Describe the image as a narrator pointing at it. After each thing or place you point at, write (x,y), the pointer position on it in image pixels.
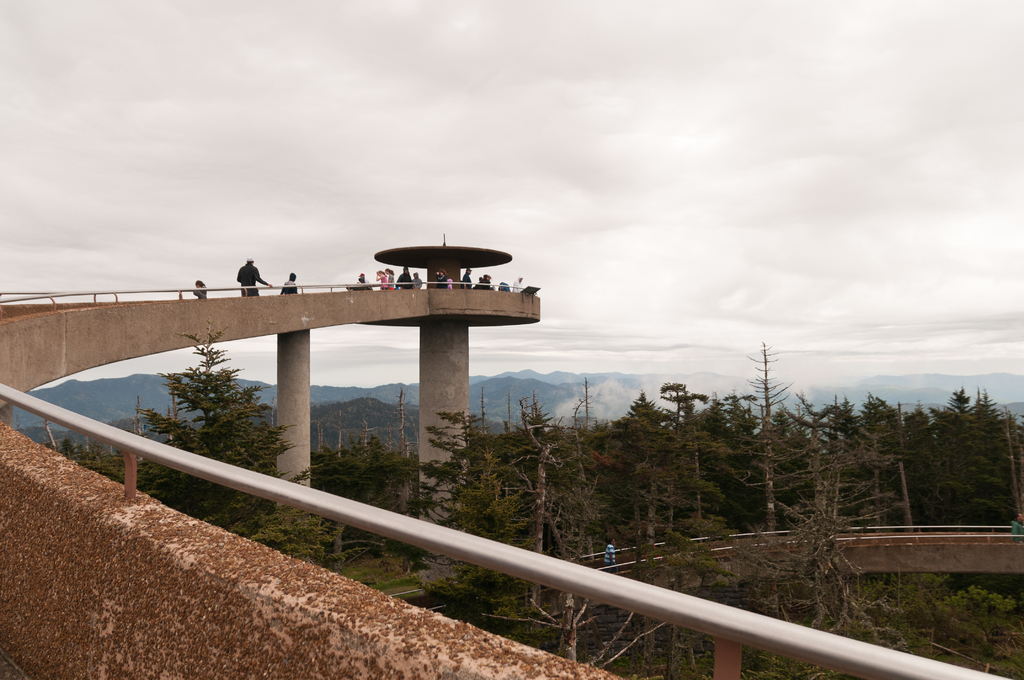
In this image there are a few people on the bridge (358,595), there are few trees (518,524), mountains (410,434) and some clouds (661,108) in the sky (575,53).
